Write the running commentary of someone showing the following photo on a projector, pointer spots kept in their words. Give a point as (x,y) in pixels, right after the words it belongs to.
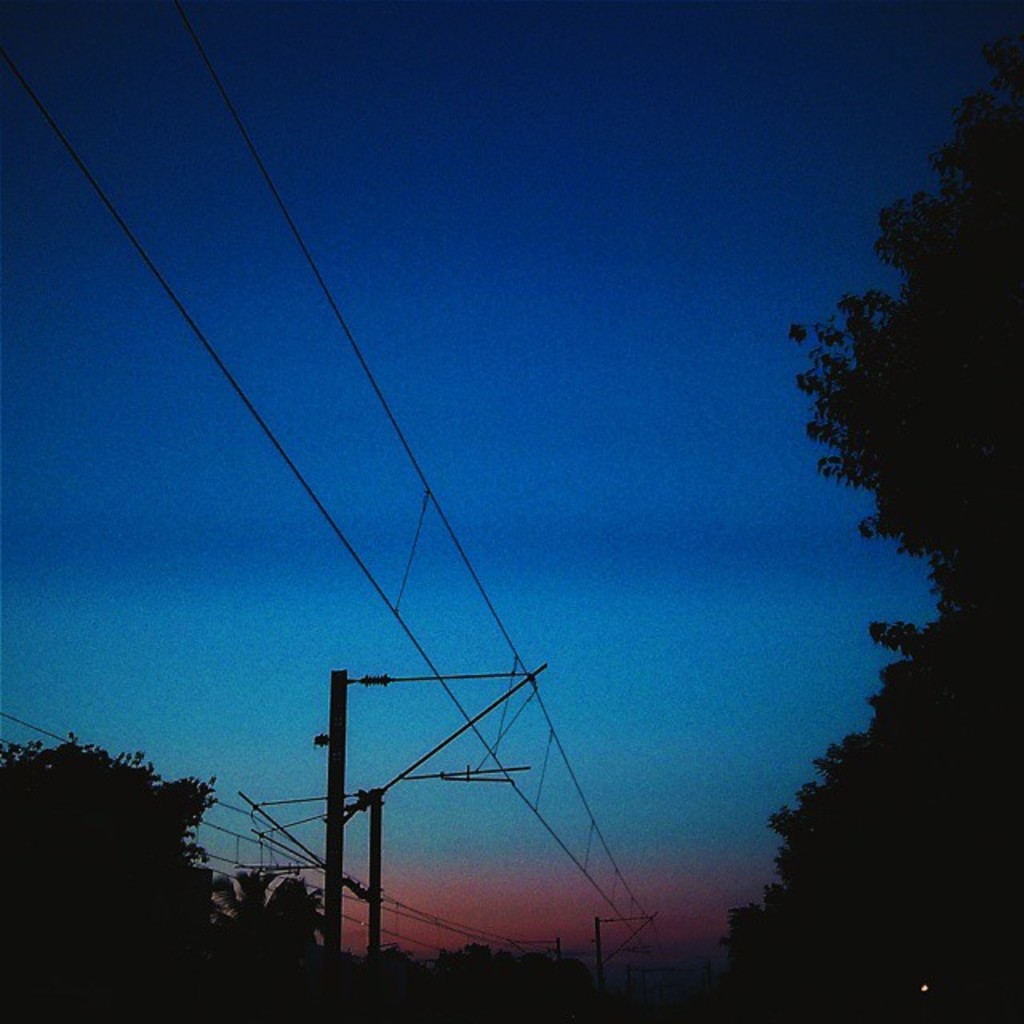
In the center of the image (489,673) there are poles (376,895) and wires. In the background (466,698) there are trees (968,452) and sky (598,233).
